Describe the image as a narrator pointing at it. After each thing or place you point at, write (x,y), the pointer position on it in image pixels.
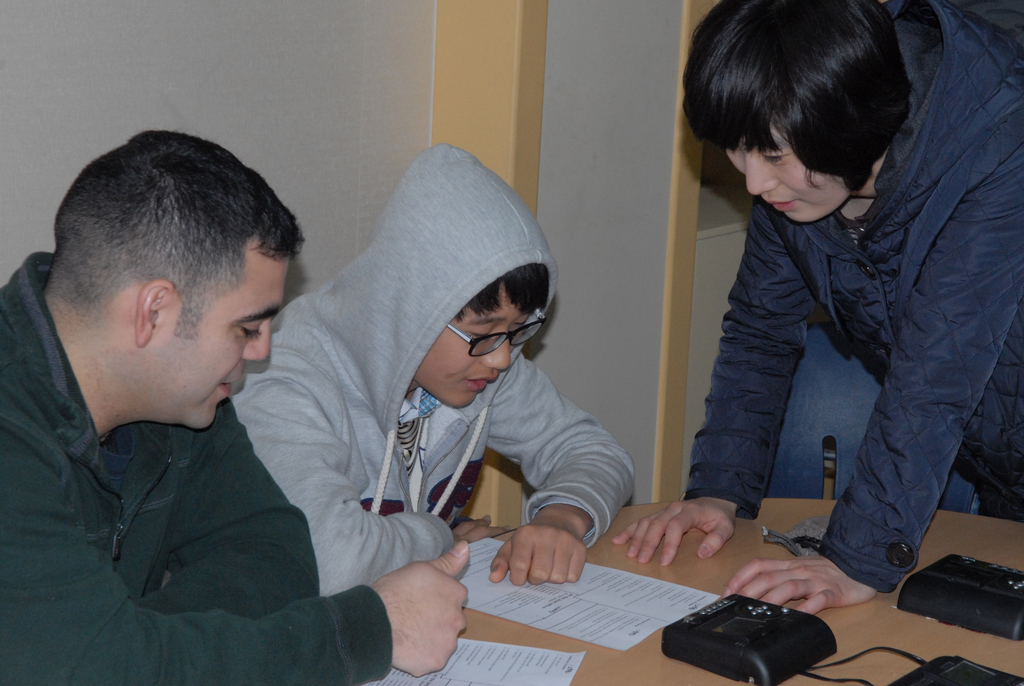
In this image there are two people (444,343) sitting in chairs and a person (861,230) standing and are looking at the papers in front of them on the table (685,559). On the table (688,546) there are some other objects (782,546), behind them there is a chair (798,421), behind the chair (798,421) there is a wall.
